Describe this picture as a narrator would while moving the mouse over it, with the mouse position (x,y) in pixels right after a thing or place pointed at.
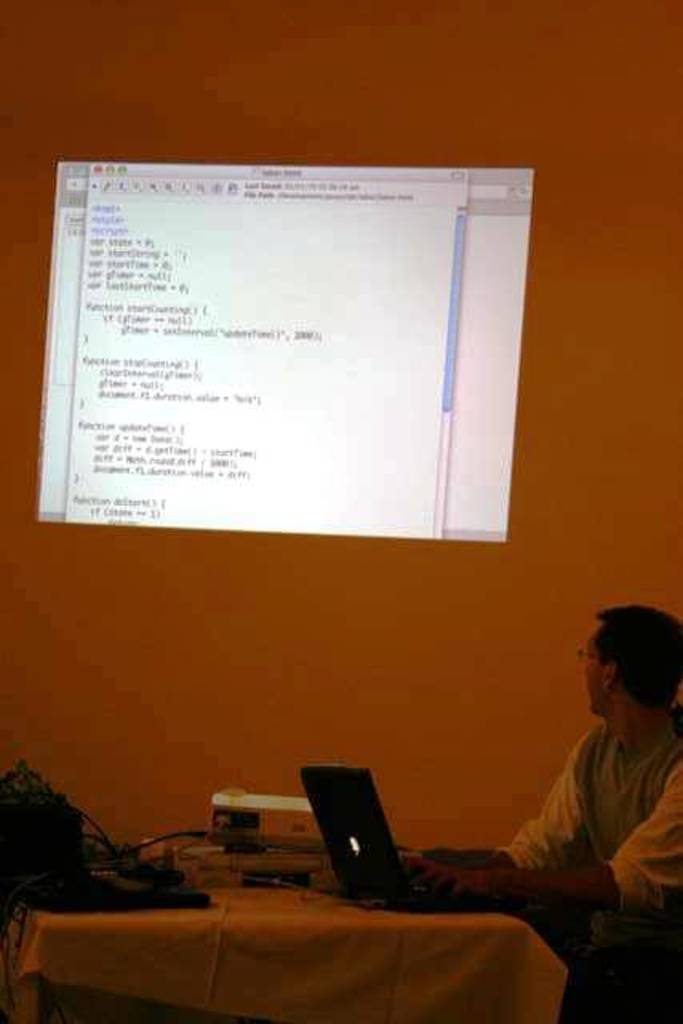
In this picture we can see a man (629,931) is sitting on a chair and in front of the man (607,798) there is a table (399,997) and on the table (304,959) there is a laptop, projector (231,813) and other things (151,860). Behind the man (607,788) there is a wall (165,830) and a screen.
